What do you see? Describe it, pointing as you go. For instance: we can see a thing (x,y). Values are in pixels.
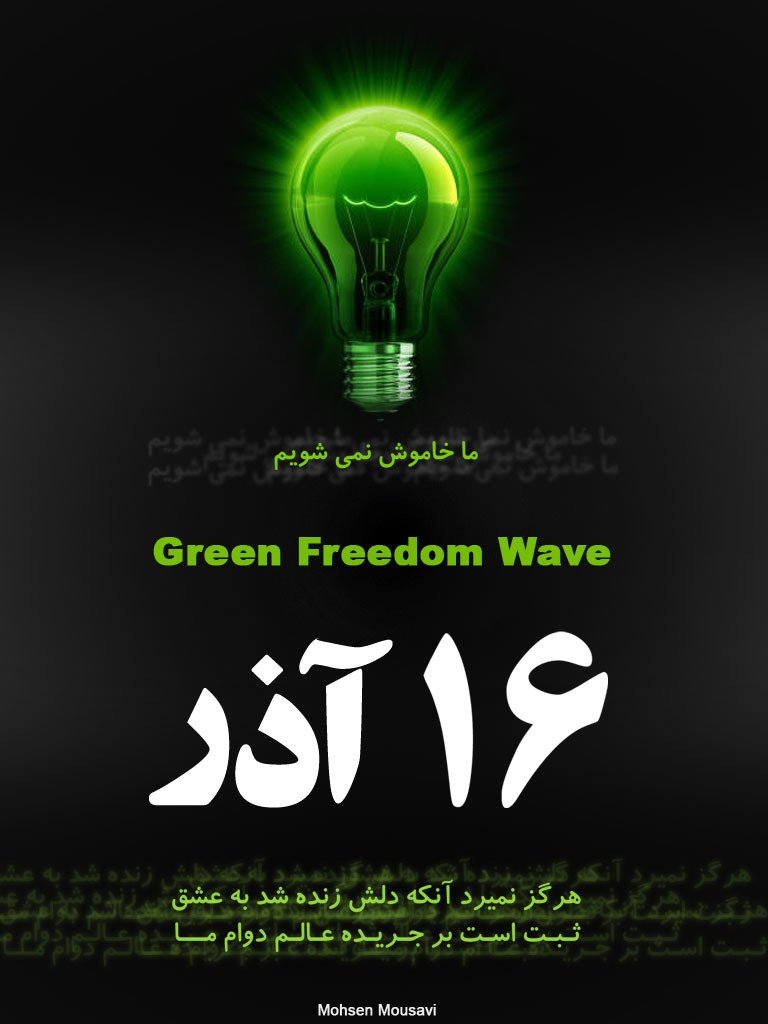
In this picture, we see a green color bulb (421,277). In the middle of the picture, we see some text (196,565) written in English language. At the bottom (232,905), we see some text (418,903) written in Persian language. In the background (119,382), it is black in color. This picture might be a poster.
